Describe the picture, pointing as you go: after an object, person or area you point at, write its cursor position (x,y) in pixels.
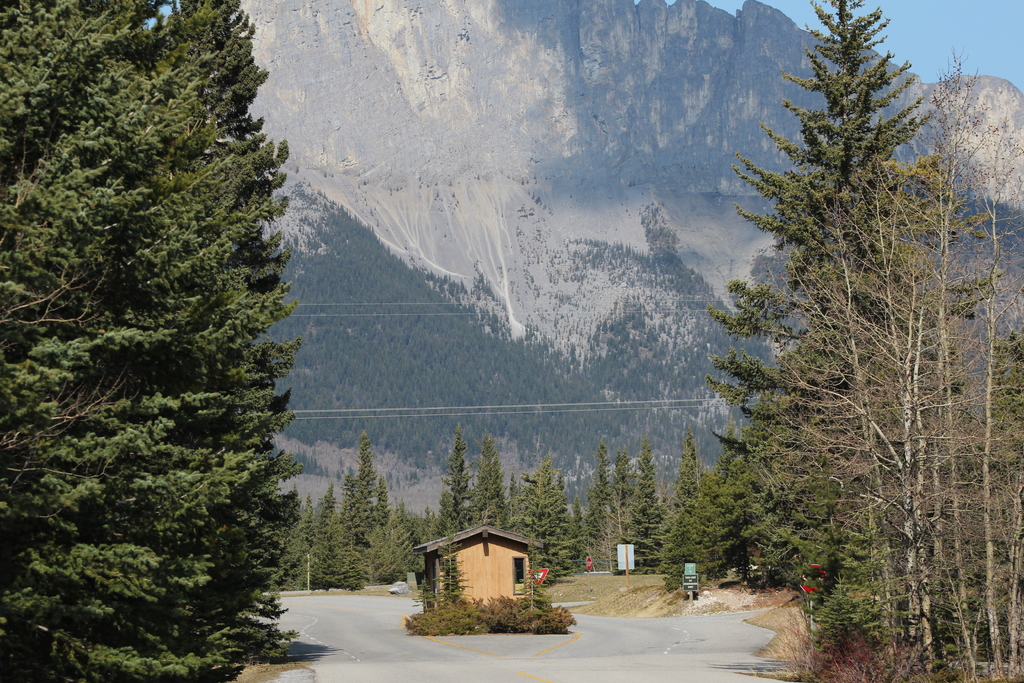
In this image there are trees (211,38) in the left (216,381) and right corner (853,475). There is a road (327,671) at the bottom (356,667). There is a hut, trees (595,505) and mountains (746,279) in the background (529,55). And there is a sky (936,30) at the top (921,23).
